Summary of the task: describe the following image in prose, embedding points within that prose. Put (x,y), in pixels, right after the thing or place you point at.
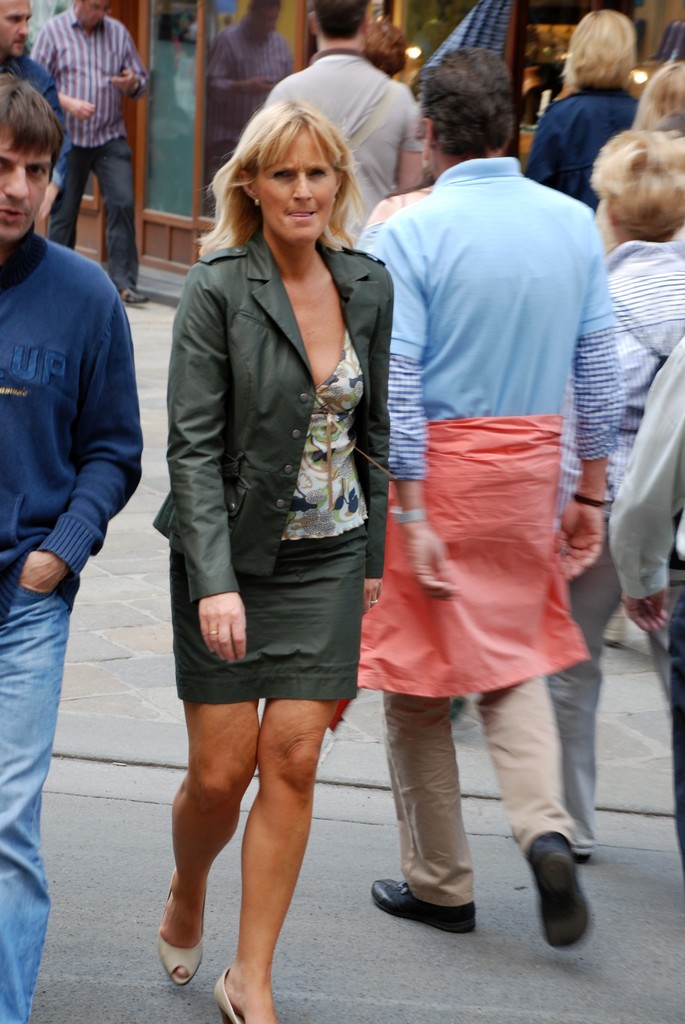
In this picture we can see some people (462,166) walking, in the background (246,72) there is a glass (233,63), we can see reflection (227,50) of this person (102,39) on the glass (265,59).
